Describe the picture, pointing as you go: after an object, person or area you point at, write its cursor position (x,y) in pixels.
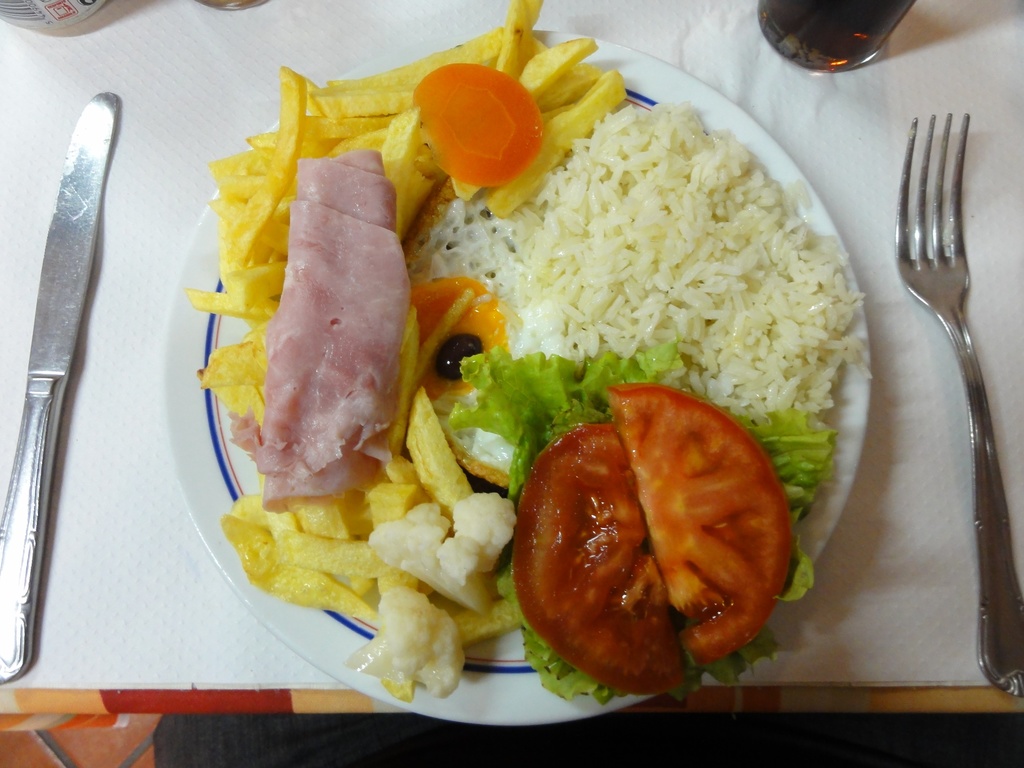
In this image, we can see some food (516,225) on the plate (569,266). Here we can see a white paper (895,573). On that paper (909,431), we can see few objects (21,557) are placed. On the right side (1000,549), we can see a fork (926,290). Left side of the image (6,601), we can see a knife (22,593). At the bottom of the image (633,752), we can see black color.
